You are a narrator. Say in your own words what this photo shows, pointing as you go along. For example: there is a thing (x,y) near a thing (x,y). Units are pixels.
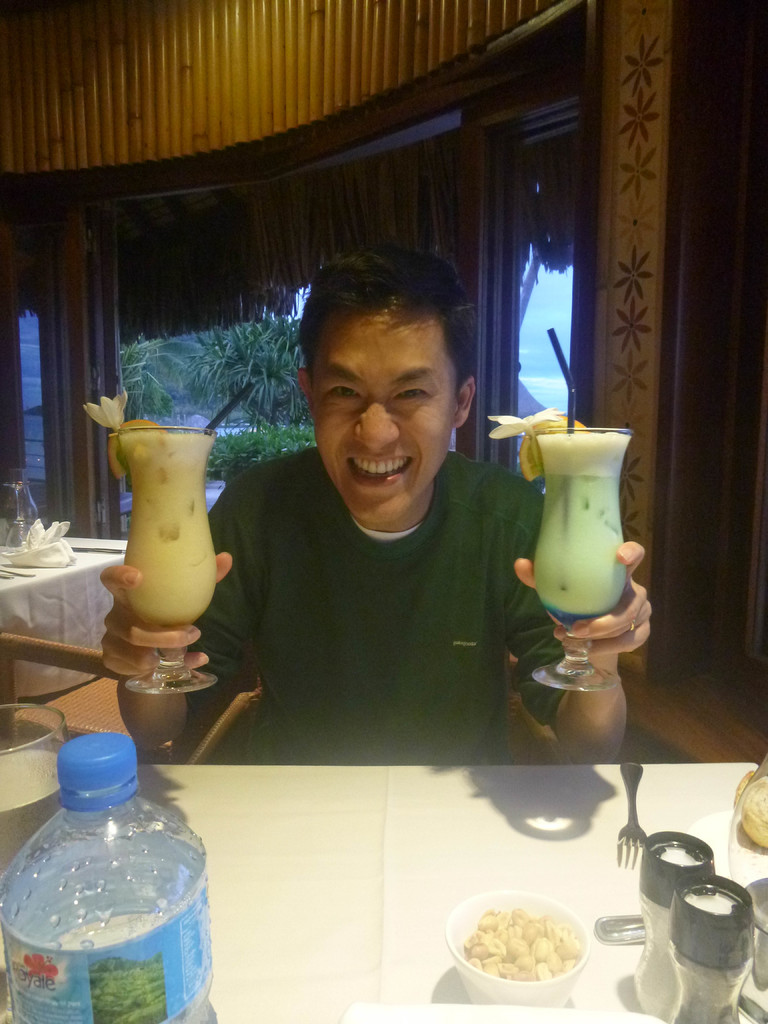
In this image i can see a person (408,509) sit in front of a table (311,791) and he holding a two glasses (134,471) contain a juice (192,469) and he is smiling, background of him there are some trees (255,343) visible And there is a table (43,597) on the left side (33,600), in front of the table (238,947) There are the glasses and forks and food (527,957) on the bowl (470,973) kept on the table (415,966).
